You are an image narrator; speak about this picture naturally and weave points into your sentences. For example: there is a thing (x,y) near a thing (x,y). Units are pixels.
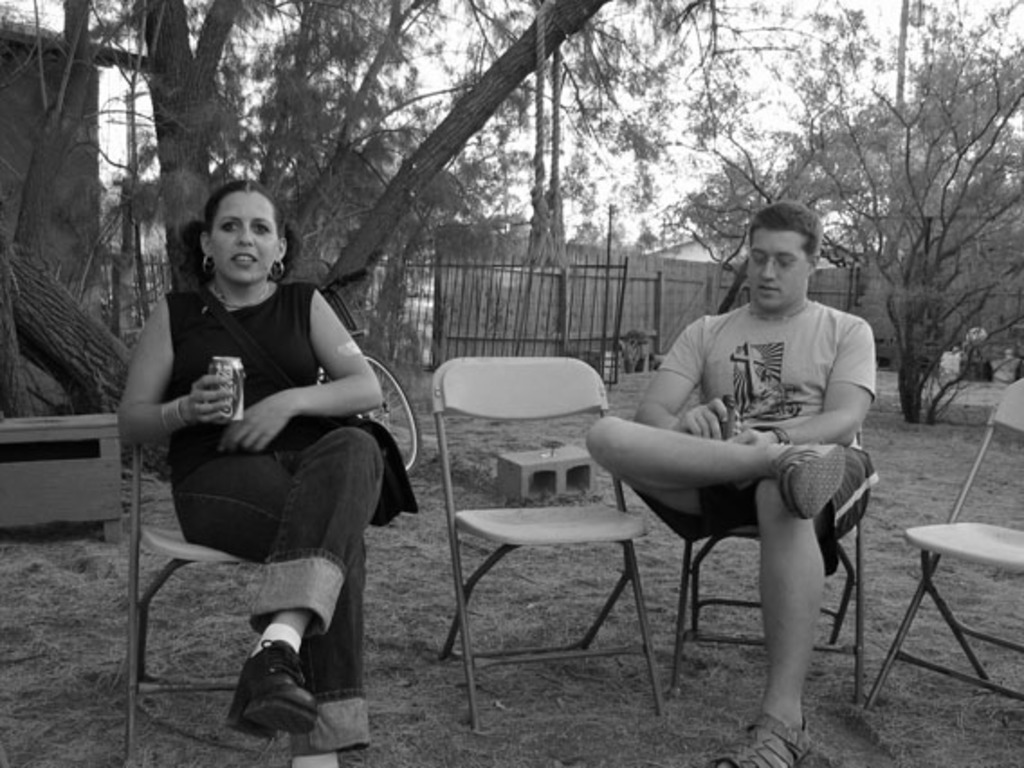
In this picture there is a woman (310,683) sitting and holding the tin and there is a man (783,492) sitting and holding the object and there are chairs (567,383). At the back (79,84) there is a railing (443,329) and there are trees (69,288). On the left side of the image (36,500) there is a building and there is an object (84,510). At the top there is sky (722,21). At the bottom (497,703) there is grass (502,642).
